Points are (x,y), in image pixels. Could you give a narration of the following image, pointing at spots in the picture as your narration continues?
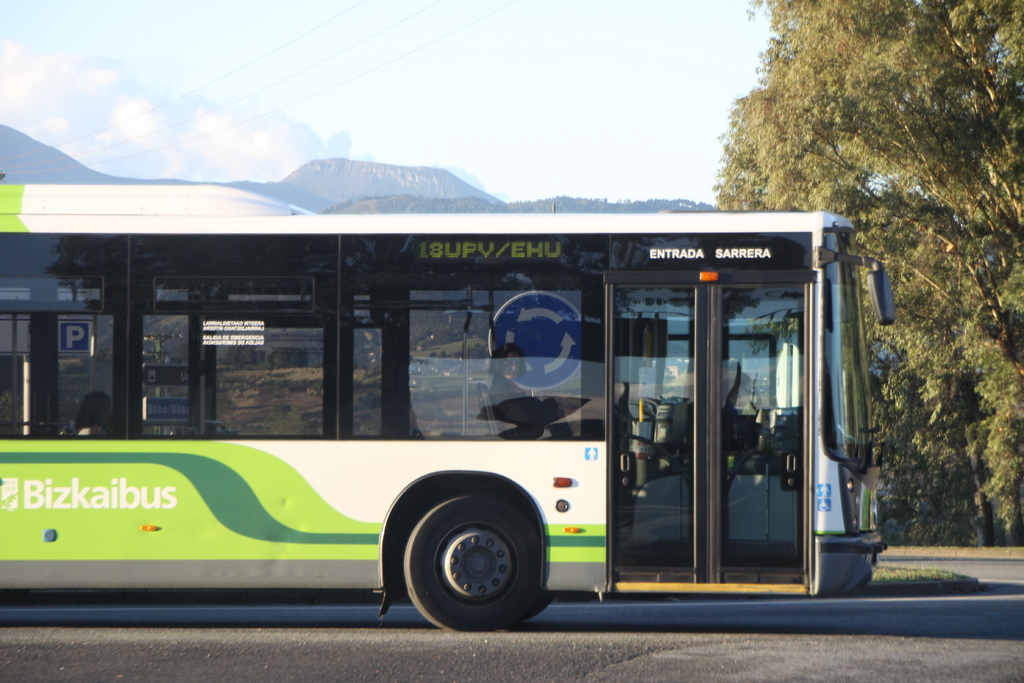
On the left side (206,456), there is a bus (199,398) having glass windows (446,369), on a road (134,662). On the right side (918,63), there are trees (976,526). In the background (579,203), there are mountains (345,177) and there are clouds (34,109) in the sky (235,18).
